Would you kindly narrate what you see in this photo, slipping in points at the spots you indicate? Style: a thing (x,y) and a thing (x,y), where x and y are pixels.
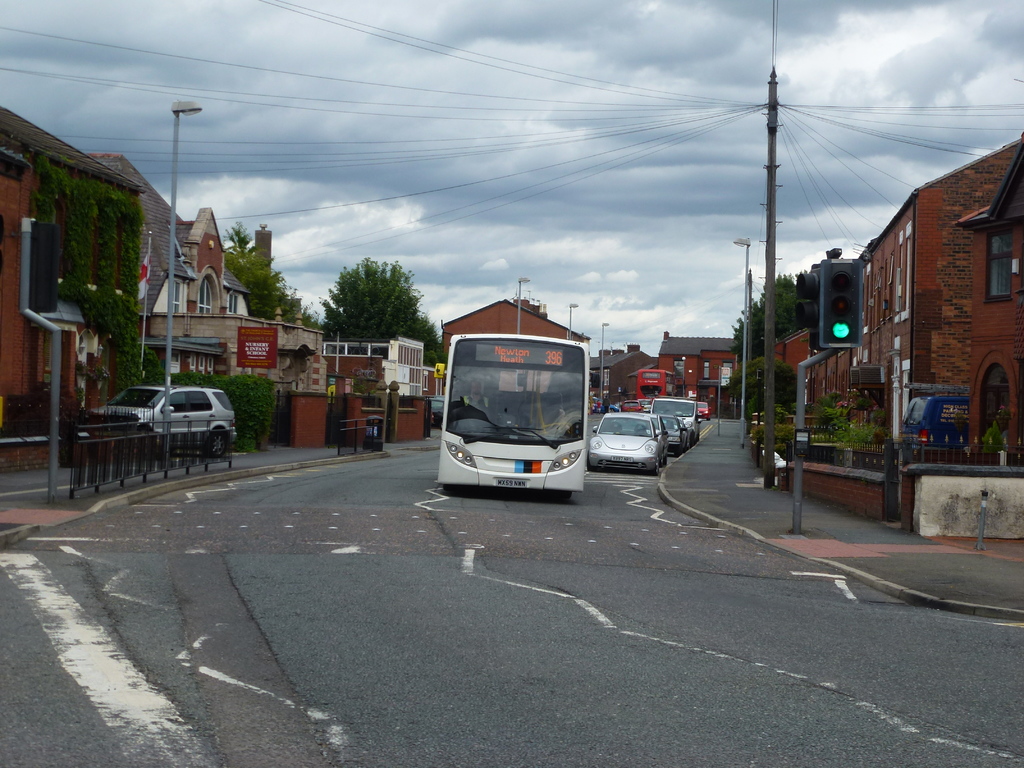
The picture is taken outside a city (395,491). In the center of the picture (540,506) it is road (357,711), on the road (515,504) there are vehicles (519,394). On the left (111,268) there are buildings (222,290), trees (233,255), street light (167,410), car (181,396), plants (198,381), path (12,478) and poles (167,392). On the right (900,339) there are houses (875,311), trees (764,317), poles (773,299) signal light (804,299), plants (864,431) and footpath (743,453). At the top (571,101) there are cables (558,130) and sky (541,142).
